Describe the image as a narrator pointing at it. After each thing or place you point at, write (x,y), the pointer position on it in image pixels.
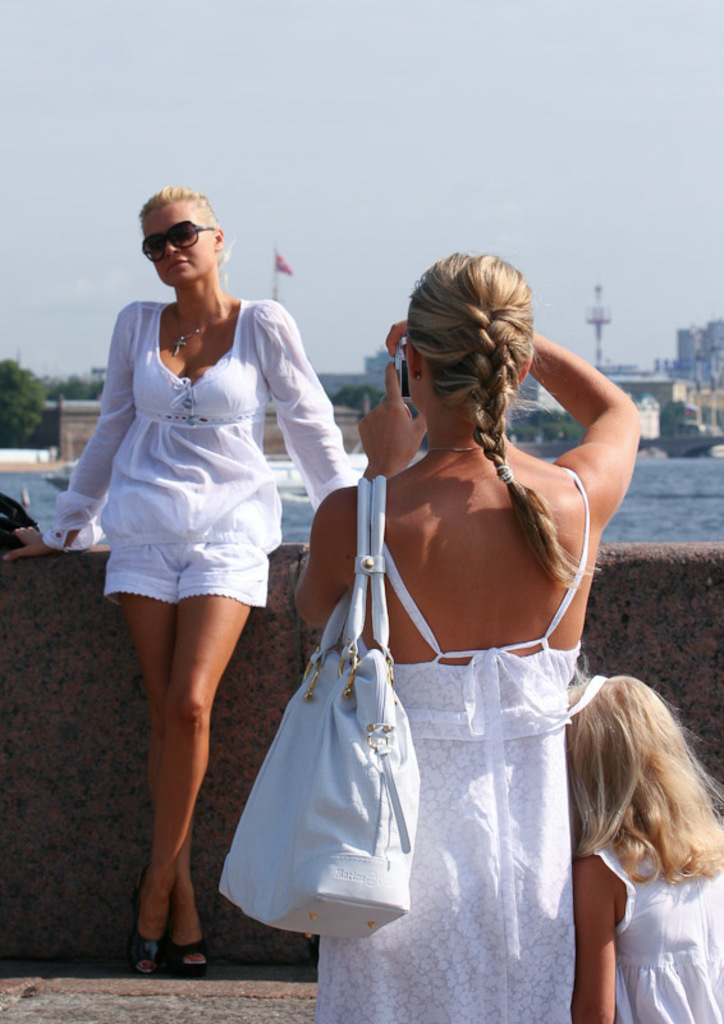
As we can see in the image, there are three persons (183,327). The women (418,601) who is standing here is wearing white color dress (432,759) and white color bag (362,749) and clicking camera (401,367) and the women (243,336) who is standing here is wearing white color dress (150,364) and goggles (150,250). In the background (655,480) there is water (683,493), buildings (686,396) and on the top (410,131) there is sky (355,98).
